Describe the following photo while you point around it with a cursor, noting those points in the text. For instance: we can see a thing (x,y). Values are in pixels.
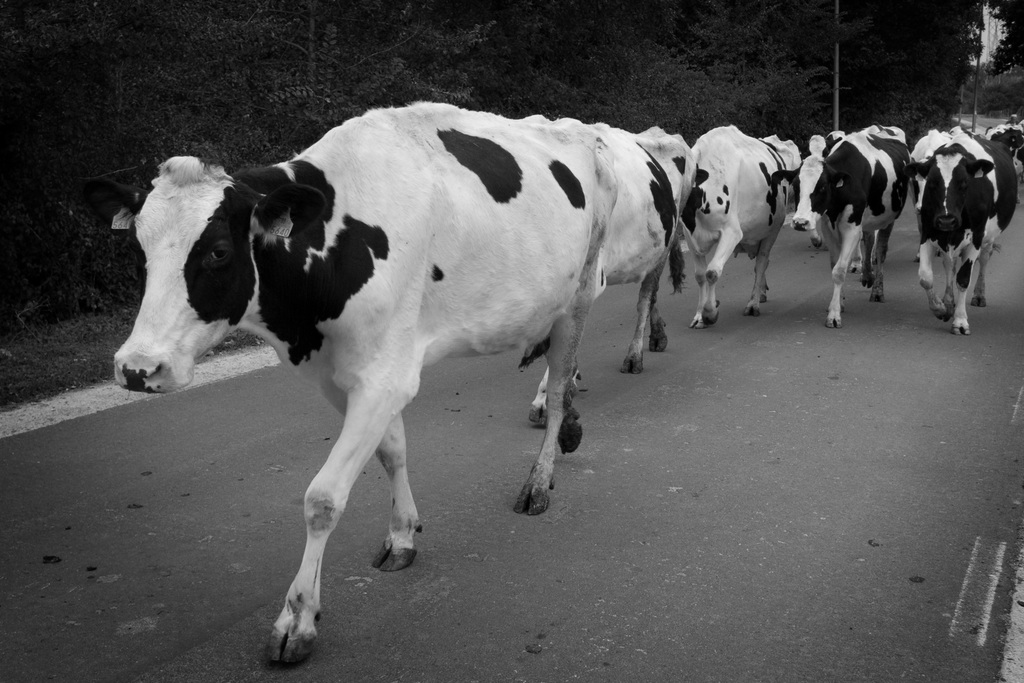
This is a black and white image. In the center (643,333) we can see the group of cows (292,344) walking on the ground (853,317). In the background (709,13) we can see the grass (96,326) and the trees (665,69).
